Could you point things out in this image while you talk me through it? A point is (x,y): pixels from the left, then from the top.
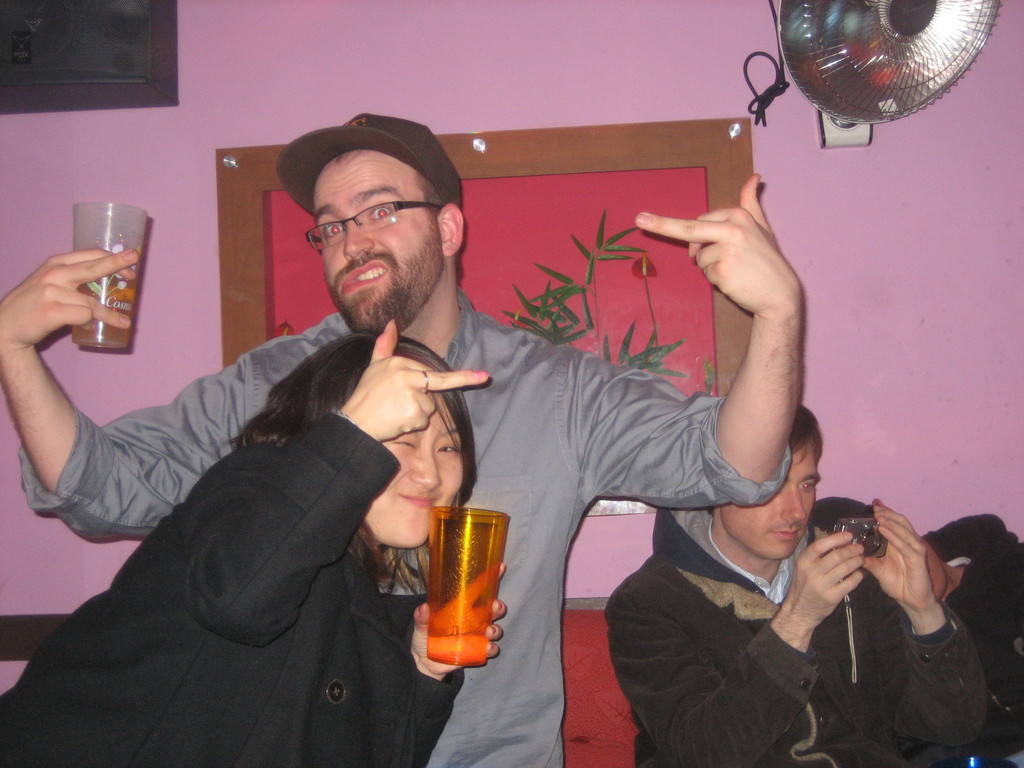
Here a man (632,481) is standing in the middle (505,411) and just chilling with a drink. He wears a spectacles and cap (410,139) and a woman (368,686) is wearing a black color coat (288,617) and a glass (478,528) in her hand (419,656) and she is showing some symbols with her hand (423,419) there is a wall (500,72).
